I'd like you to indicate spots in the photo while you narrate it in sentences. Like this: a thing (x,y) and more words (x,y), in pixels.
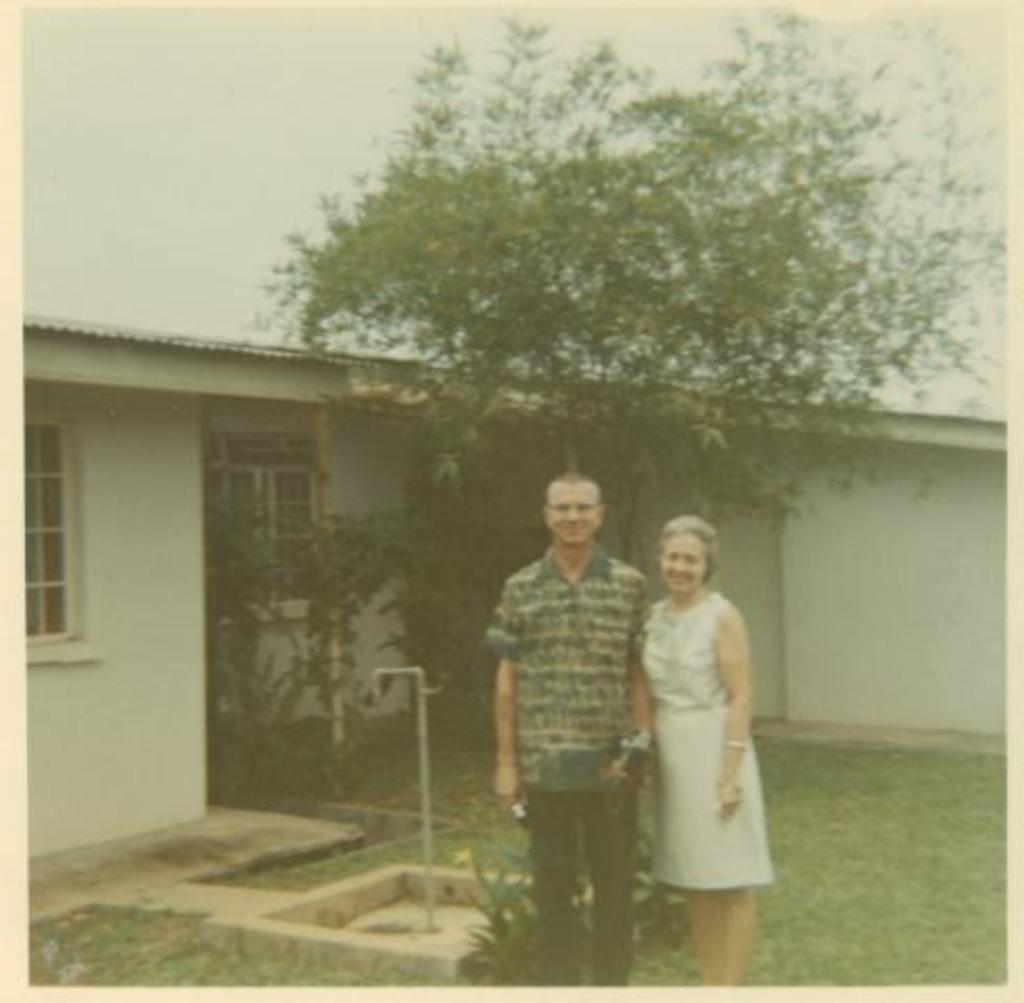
In this image, we can see the photocopy. We can see a few people (524,768), a house (390,454), some trees (460,488) and plants (333,607). We can see the ground (337,972) with some objects (267,922). We can also see some grass (825,883).
